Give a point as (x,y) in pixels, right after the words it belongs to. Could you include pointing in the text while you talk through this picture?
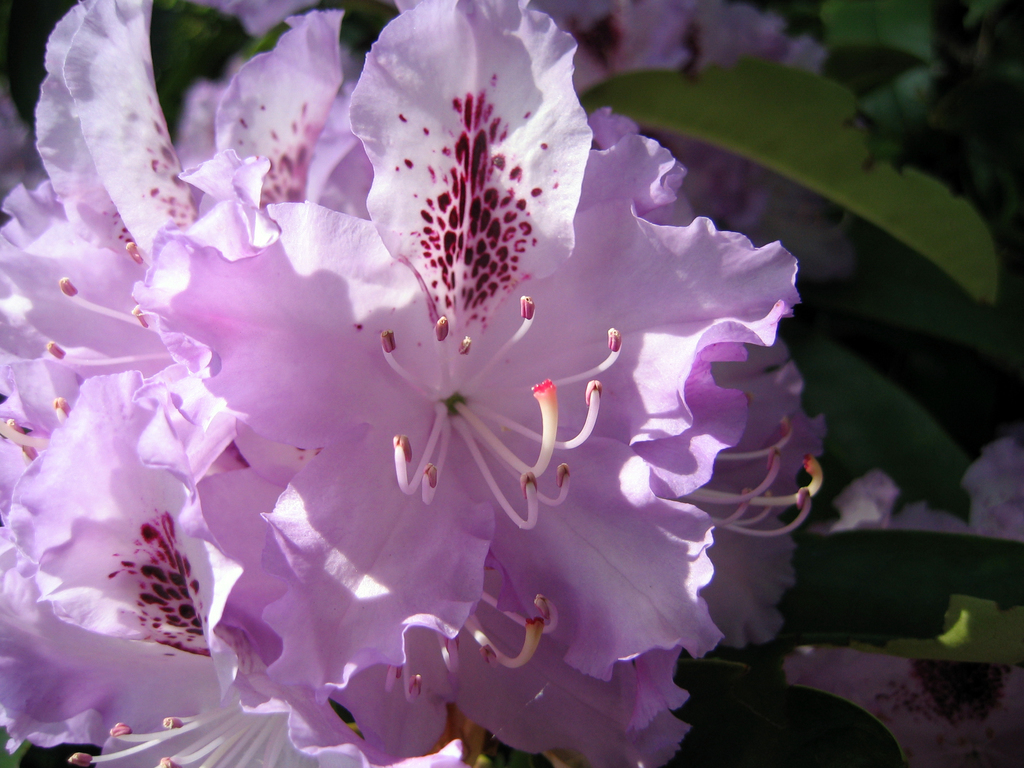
In this picture, we can see a flower (199,540) which is in pink color on the left side (131,503). On the right side (744,688), we can also see some green leaves (950,248).
